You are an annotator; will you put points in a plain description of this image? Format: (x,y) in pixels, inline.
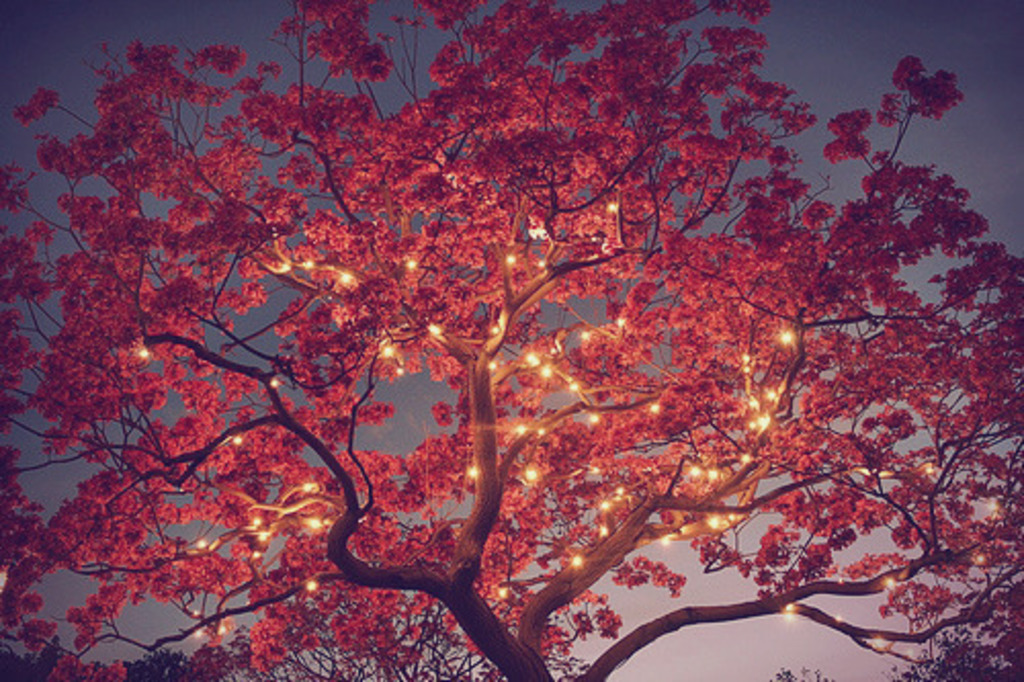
As we can see in the image there are trees (599,447), lights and sky (672,635).
